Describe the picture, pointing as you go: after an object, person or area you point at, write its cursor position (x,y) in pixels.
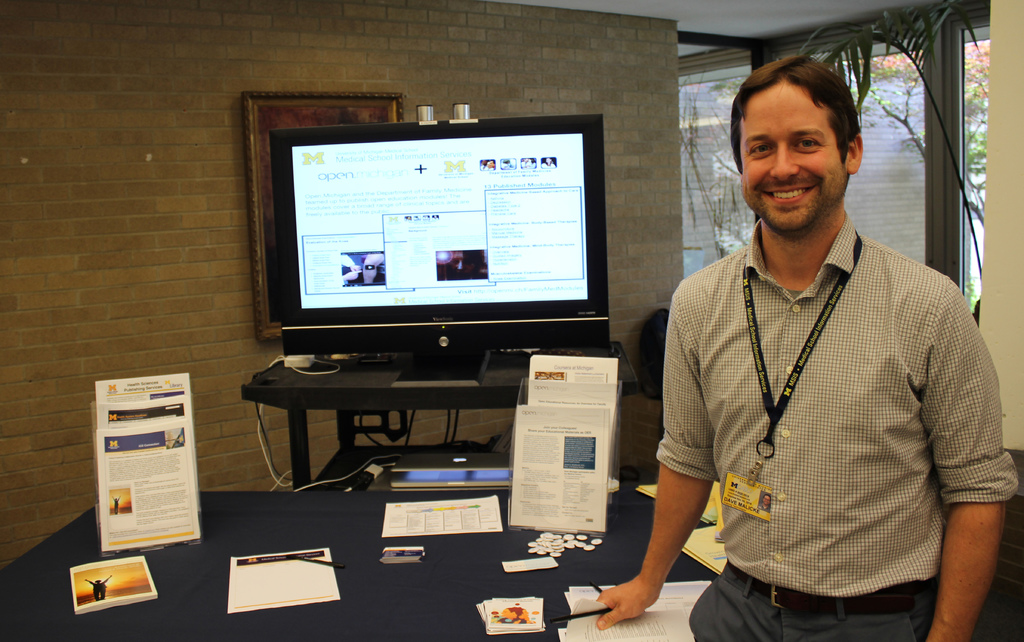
Here we can see a man (778,507) standing and there is a table (470,577) behind him on the table (163,571) there are books (149,575) and papers (418,532) and in the center (457,300) there is a monitor screen (576,121) and the person (851,243) is laughing.
